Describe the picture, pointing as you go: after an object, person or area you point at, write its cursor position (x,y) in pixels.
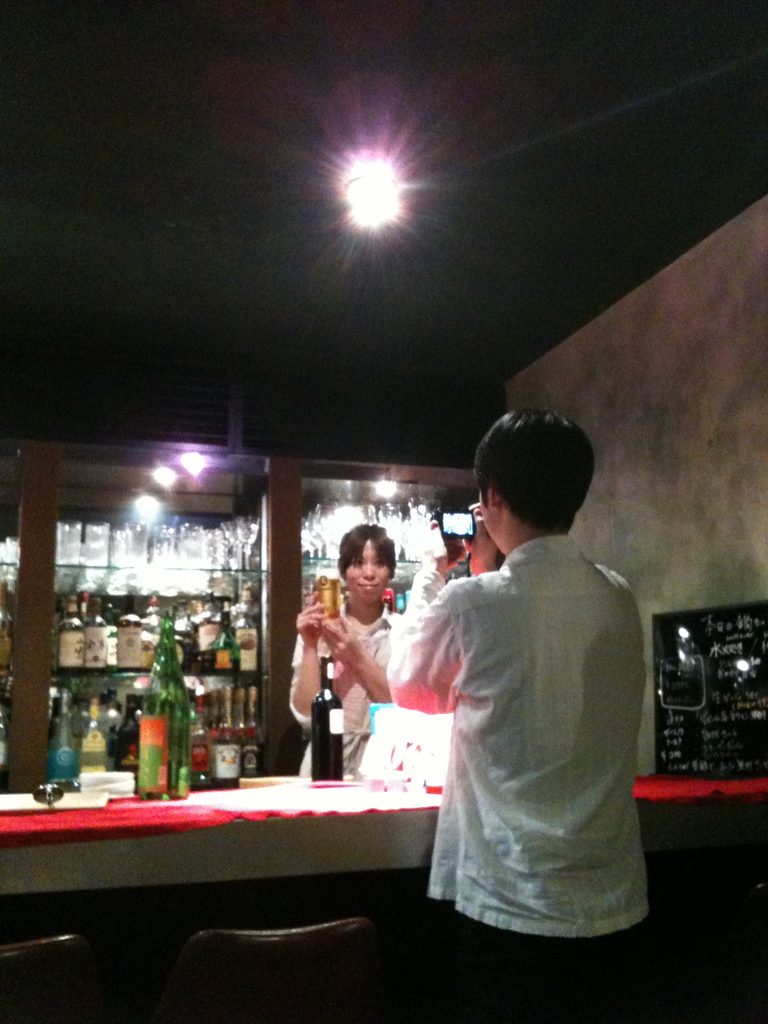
In this picture we can see two woman (489,629) where one is taking picture with camera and other is holding tin (329,610) in hand (346,639) and smiling and in front of them we can see bottles (154,673) on table (162,812) and at back of them also bottles (170,648) in racks (199,524), light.
